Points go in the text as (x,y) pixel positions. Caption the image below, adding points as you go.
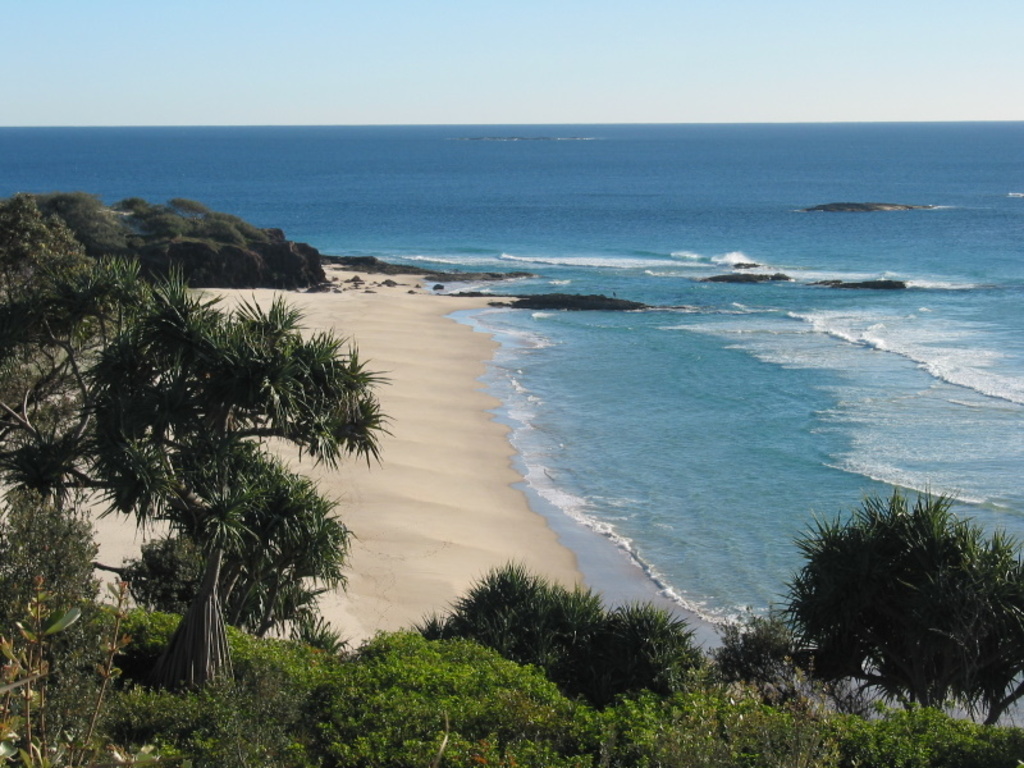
In this picture I can see trees (454,725) in the foreground (191,467). I can see sand (390,444). I can see water (683,391). I can see the sky (491,88).
